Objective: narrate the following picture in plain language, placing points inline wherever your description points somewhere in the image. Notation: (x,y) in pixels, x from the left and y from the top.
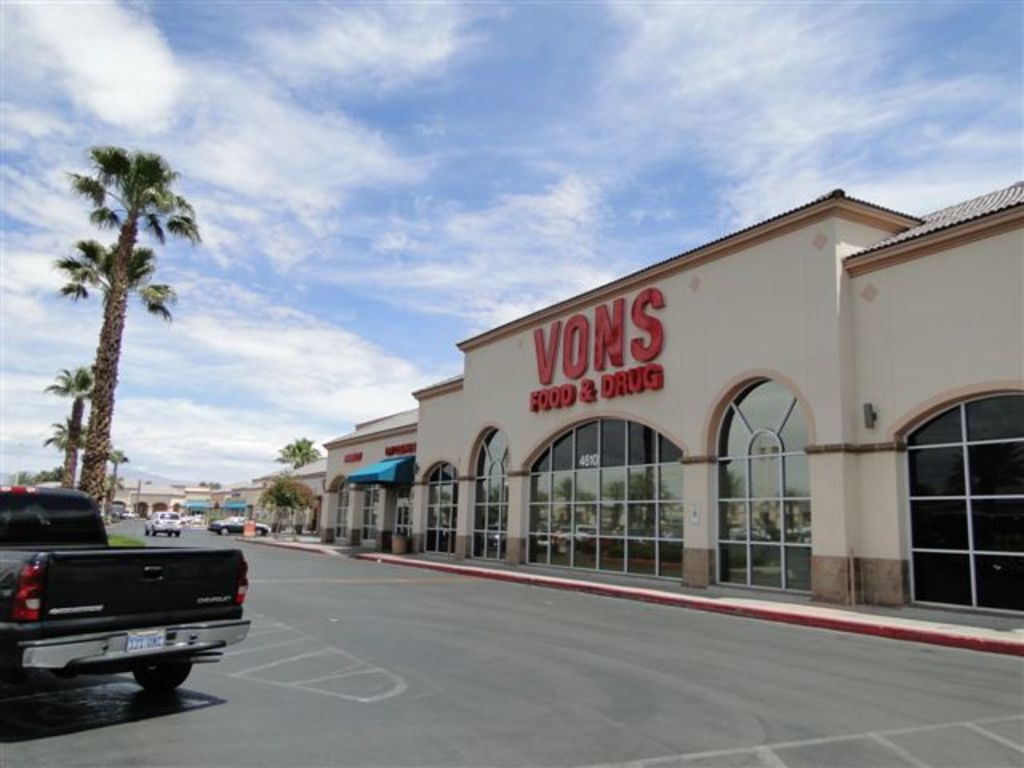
In this image we can see some vehicles (205,596) which are moving on the road (387,666) there are some trees (115,456) on left side of the image (305,489) and on right side of the image (691,511) there is a store (377,499), and top of the image (366,137) there is cloudy sky (366,137).
